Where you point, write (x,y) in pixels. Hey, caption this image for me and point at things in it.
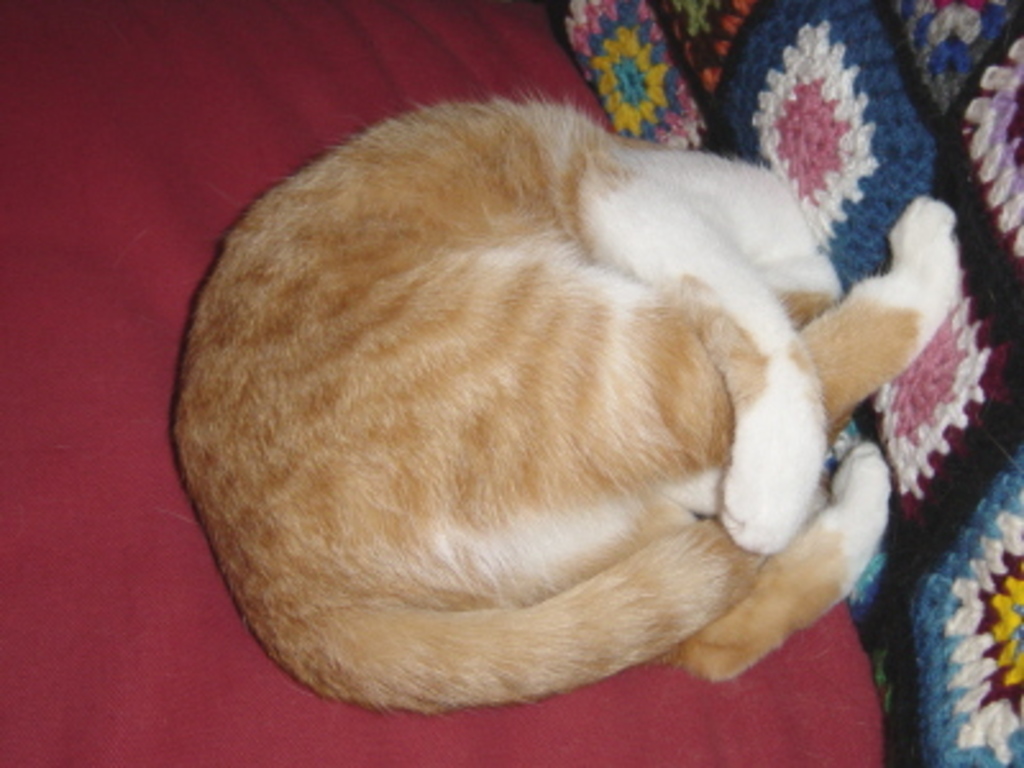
In this image I can see a cat (446,152) on a surface (88,263), there is a woolen cloth (816,72) on the right (872,173).
